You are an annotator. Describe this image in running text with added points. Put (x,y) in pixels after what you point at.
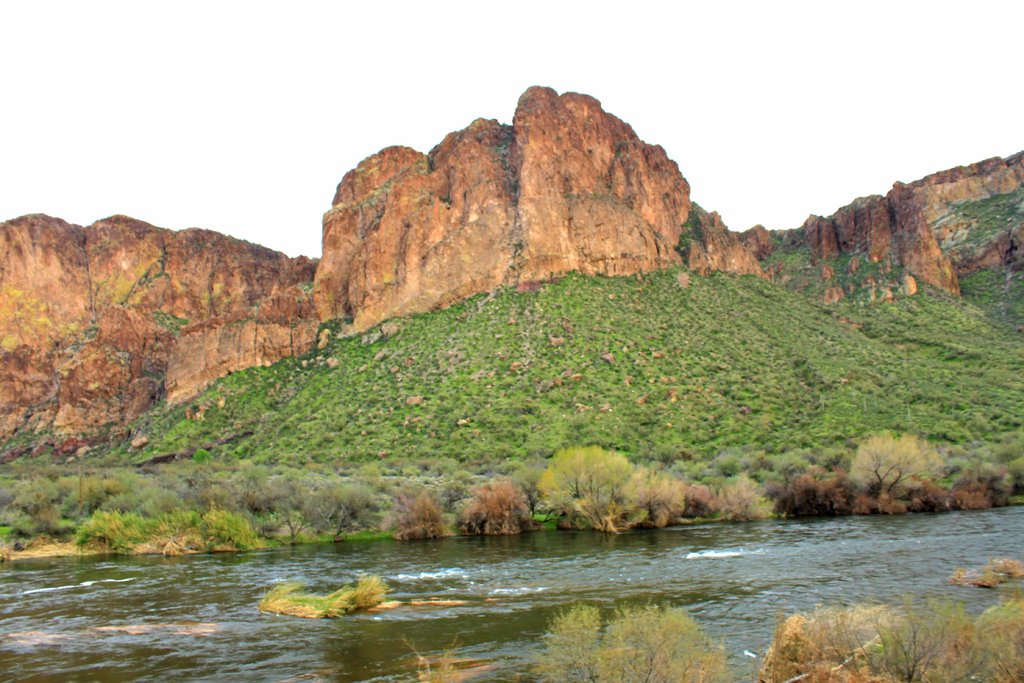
In this image I see the water (339,617) and I see many plants (701,512) and I see the grass (480,372) and I see the rocky mountains (511,261). In the background (801,188) I see the clear sky (684,101).
